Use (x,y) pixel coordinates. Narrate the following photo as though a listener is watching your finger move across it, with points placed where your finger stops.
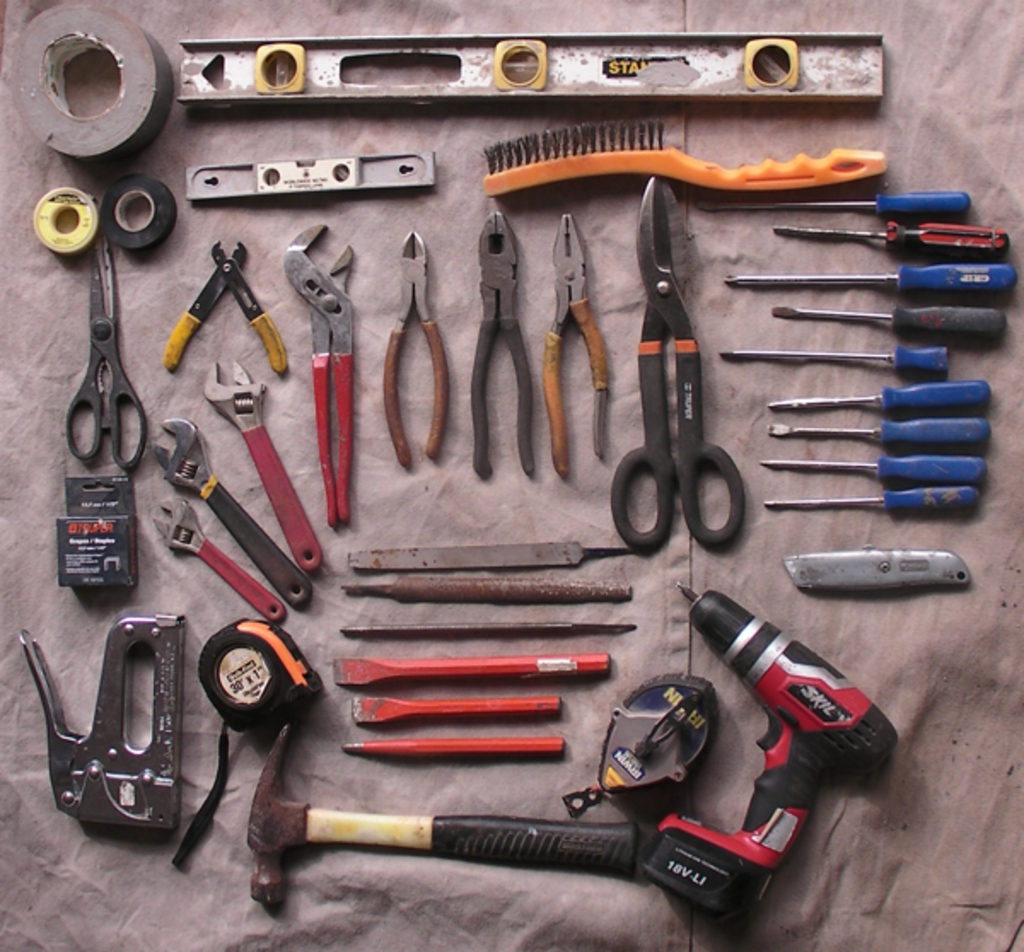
In this image there are tools (639,142).
